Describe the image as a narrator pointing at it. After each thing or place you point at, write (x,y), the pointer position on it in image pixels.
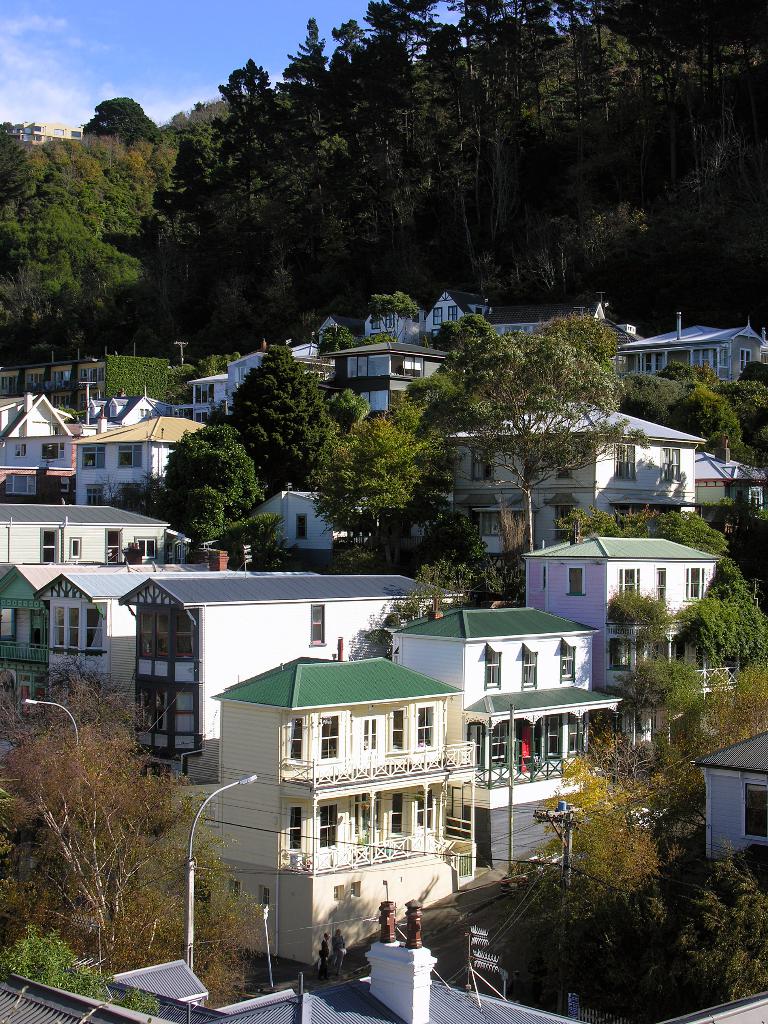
In the image we can see there are lot of buildings (406,588) and there are lot of trees (381,450).
